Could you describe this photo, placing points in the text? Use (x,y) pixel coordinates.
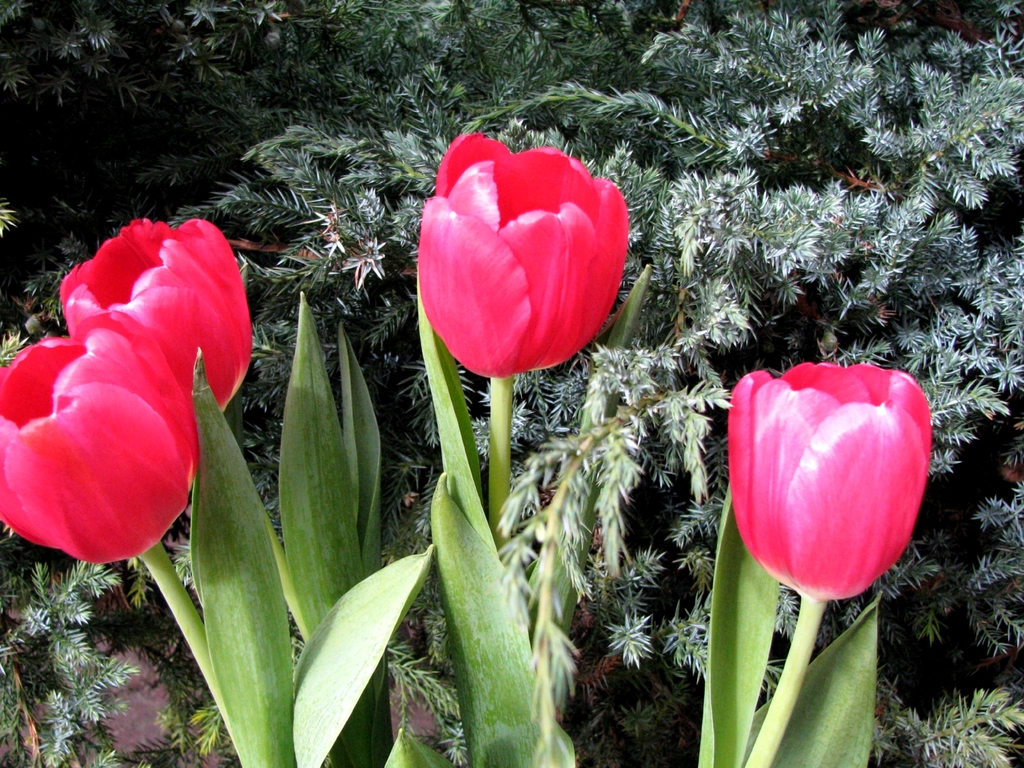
In the foreground of the picture (370,495) there are flowers (183,332) and leaves (311,673). At the top (633,169) we can see plants (426,51).
